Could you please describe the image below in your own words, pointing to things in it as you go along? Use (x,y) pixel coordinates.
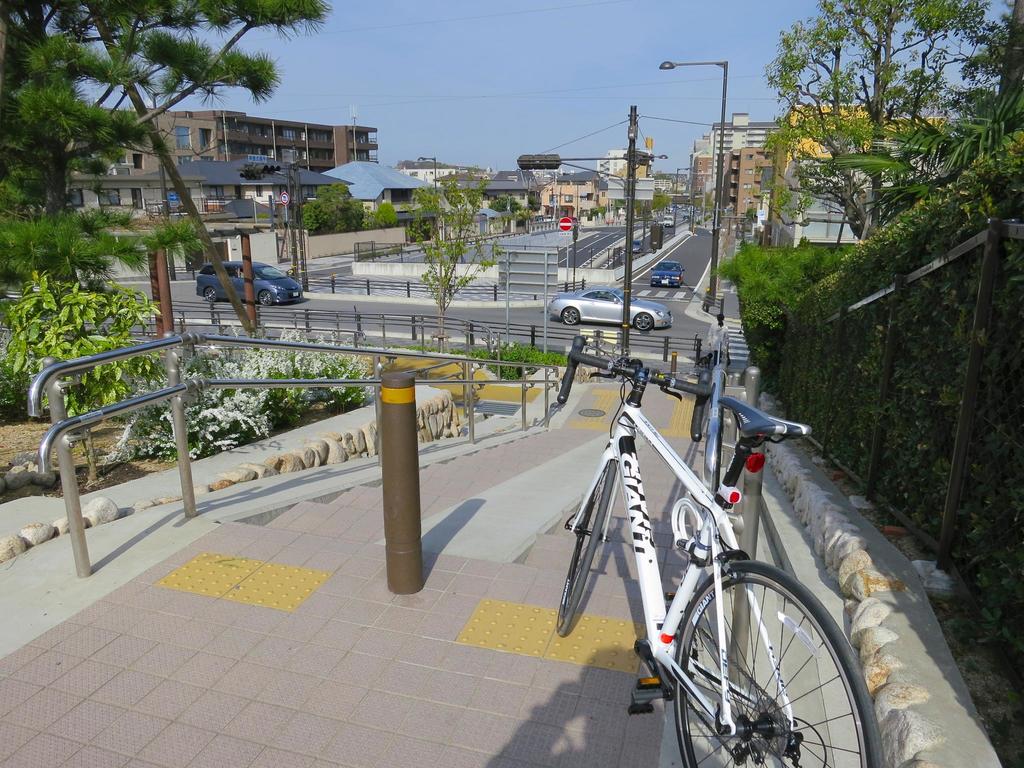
In this picture i can see vehicles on the road (591,247). In the background (481,97) i can see trees (384,213), buildings (389,201), poles (574,239), street lights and sky (532,115). In the front of the image (871,388) i can see bicycle (665,632), fence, plants (856,156) and trees (853,136).
